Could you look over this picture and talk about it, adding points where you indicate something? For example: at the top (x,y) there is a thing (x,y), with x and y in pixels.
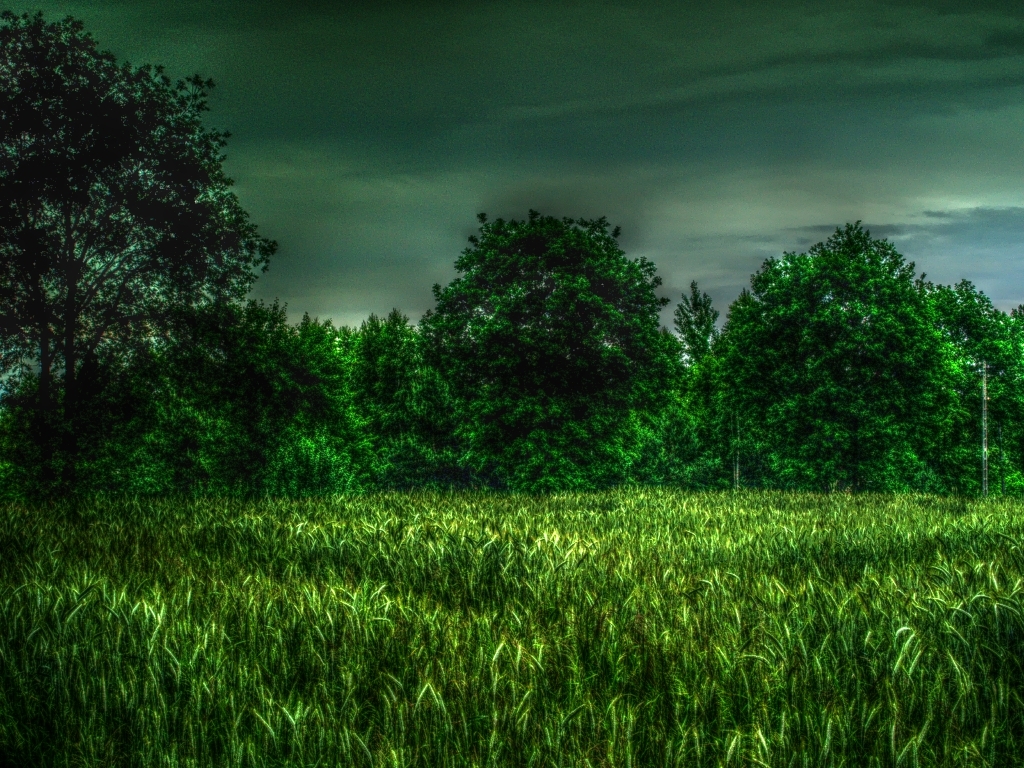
In this image we can see trees (439,369), plants (525,725), sky (549,157) and cloud (533,127).
